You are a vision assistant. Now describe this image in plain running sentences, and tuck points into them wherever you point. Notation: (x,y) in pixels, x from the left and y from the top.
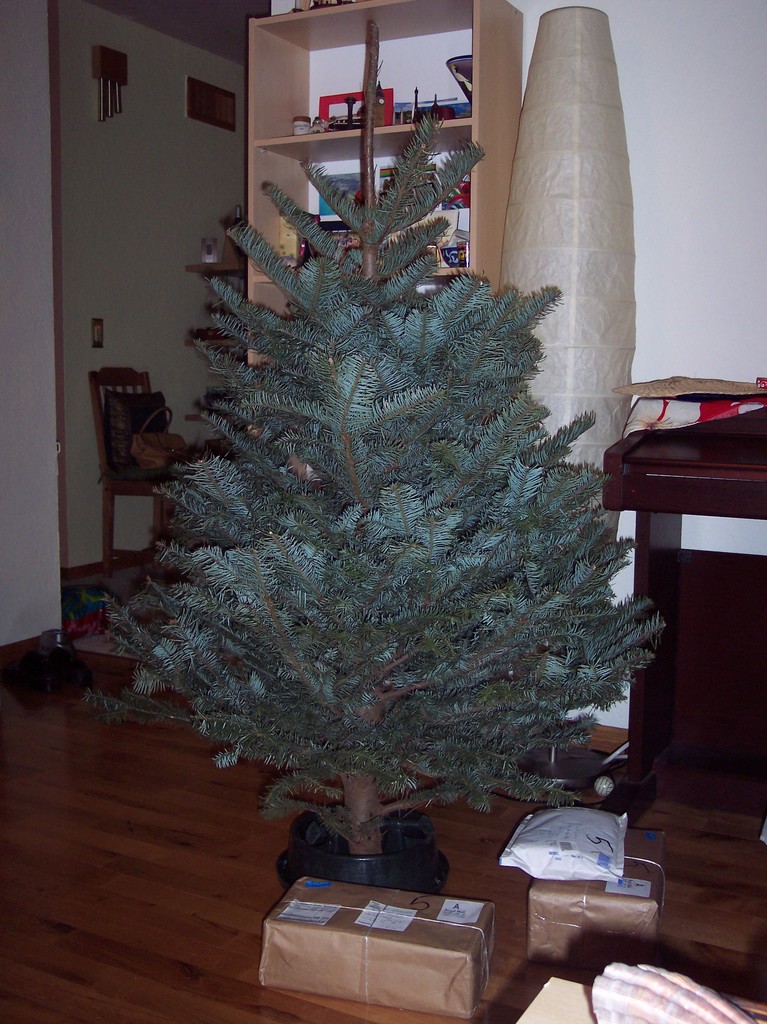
This image consists of a plant (361,490) which is in the middle (412,538). In the bottom (627,841) there are boxes (534,899). There is a lamp (538,282) on the right side (518,220) and on the top (320,94) there is rack (406,21). On the left side (119,430) there is a chair (116,489) and photo frames (209,108) are on the wall (188,139).
